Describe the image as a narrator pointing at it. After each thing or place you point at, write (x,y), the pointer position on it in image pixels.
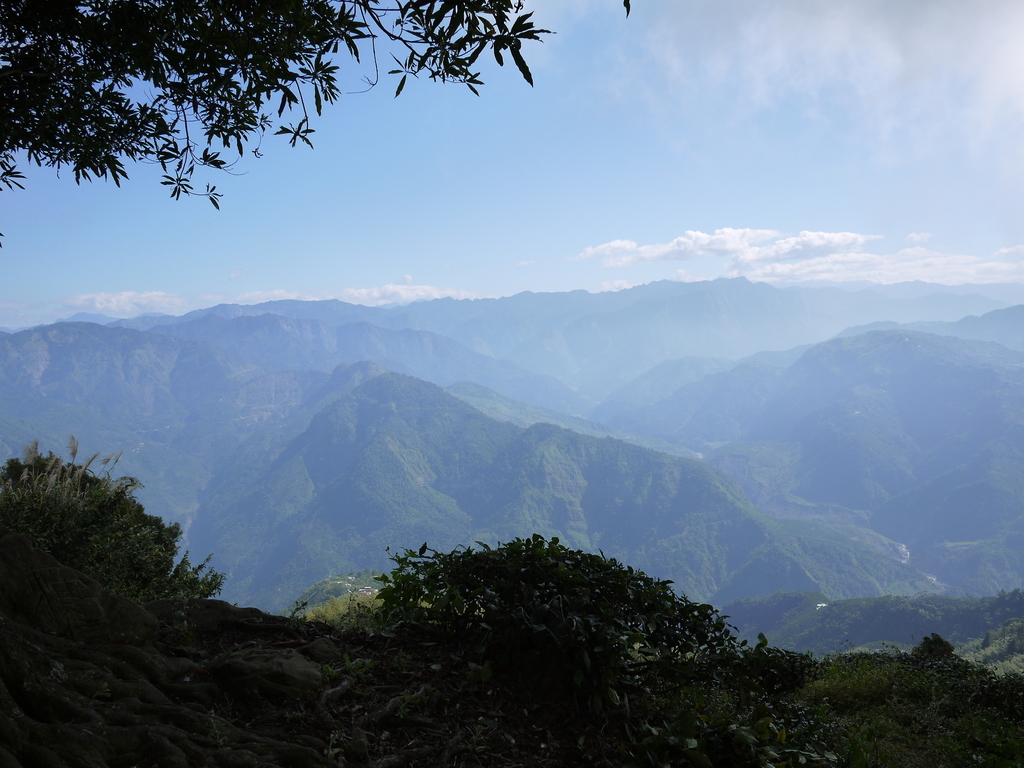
In this image I see the leaves (270,74) over here and I see the plants (74,457). In the background (60,446) I see the mountains (557,395) and the sky (454,154).
